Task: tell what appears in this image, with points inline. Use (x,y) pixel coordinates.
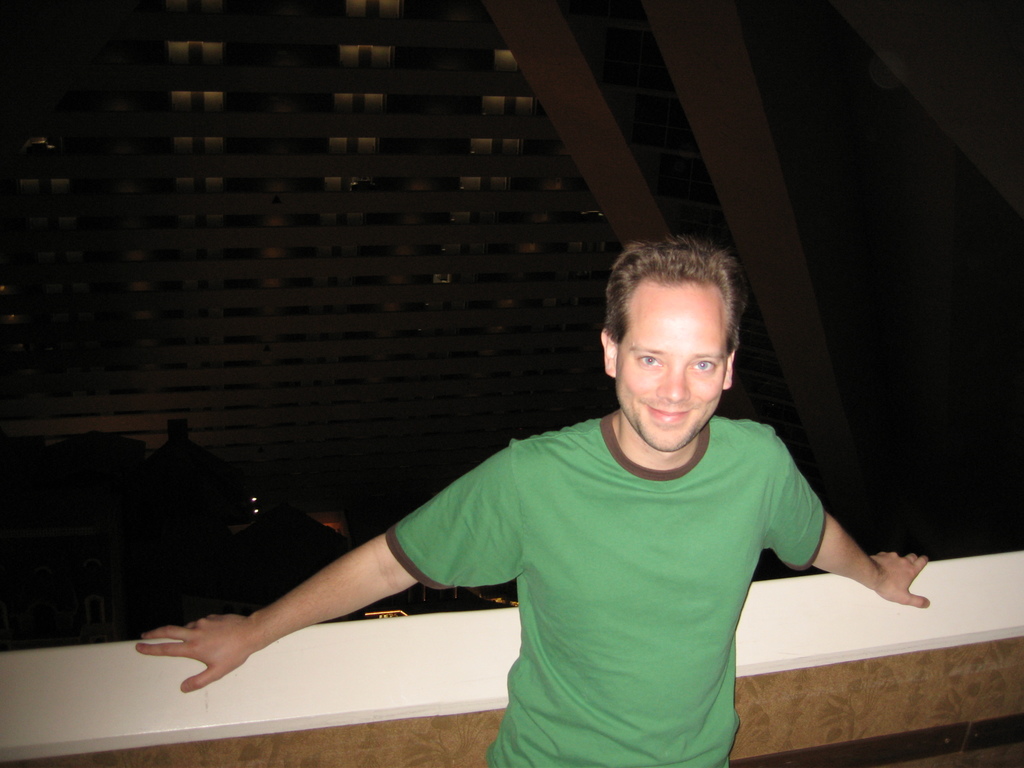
In the image I can see a person (674,651) who is standing in front of the wall (438,616) and behind there is a building (245,379).
